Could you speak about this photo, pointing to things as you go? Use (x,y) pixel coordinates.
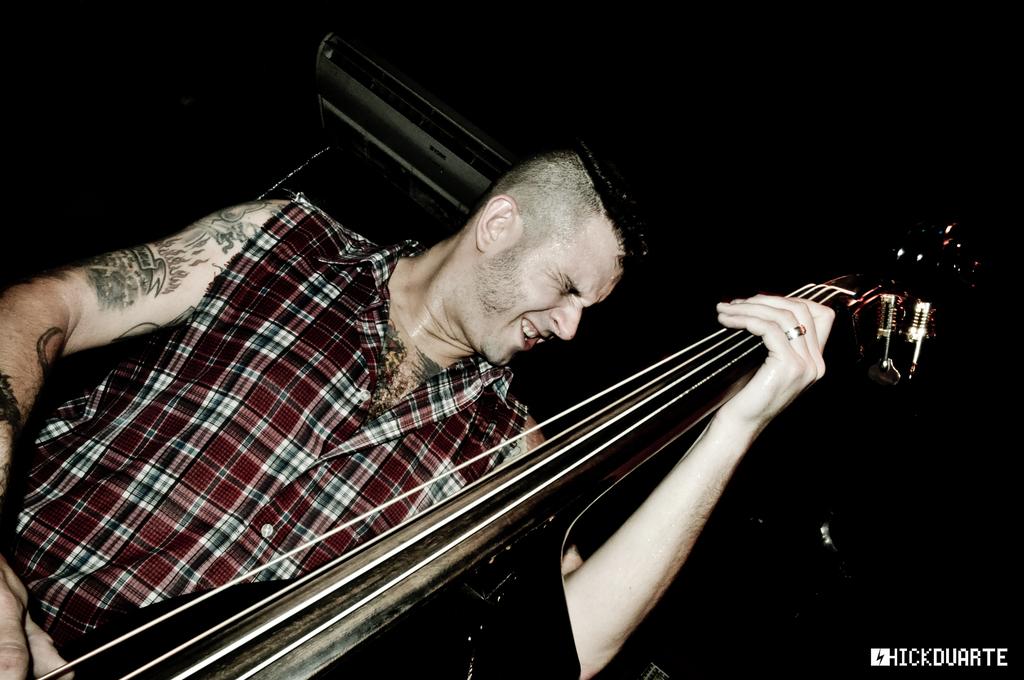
In this image I can see the person (139,470) with the dress (256,446) and holding the musical instrument (278,643). And there is a black background.
